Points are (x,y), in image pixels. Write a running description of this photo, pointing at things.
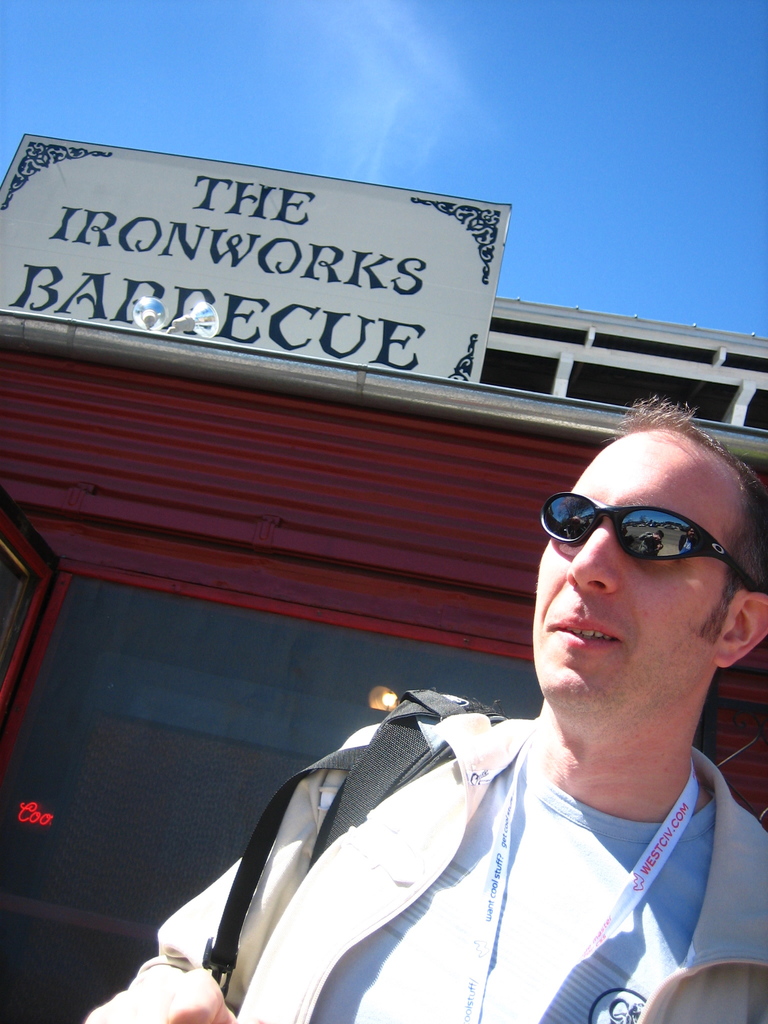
In this image we can see a person (622,828). In the background (264,345) there is a board (264,345) and we can see a building (510,371). At the top (374,144) there is sky (374,144).
